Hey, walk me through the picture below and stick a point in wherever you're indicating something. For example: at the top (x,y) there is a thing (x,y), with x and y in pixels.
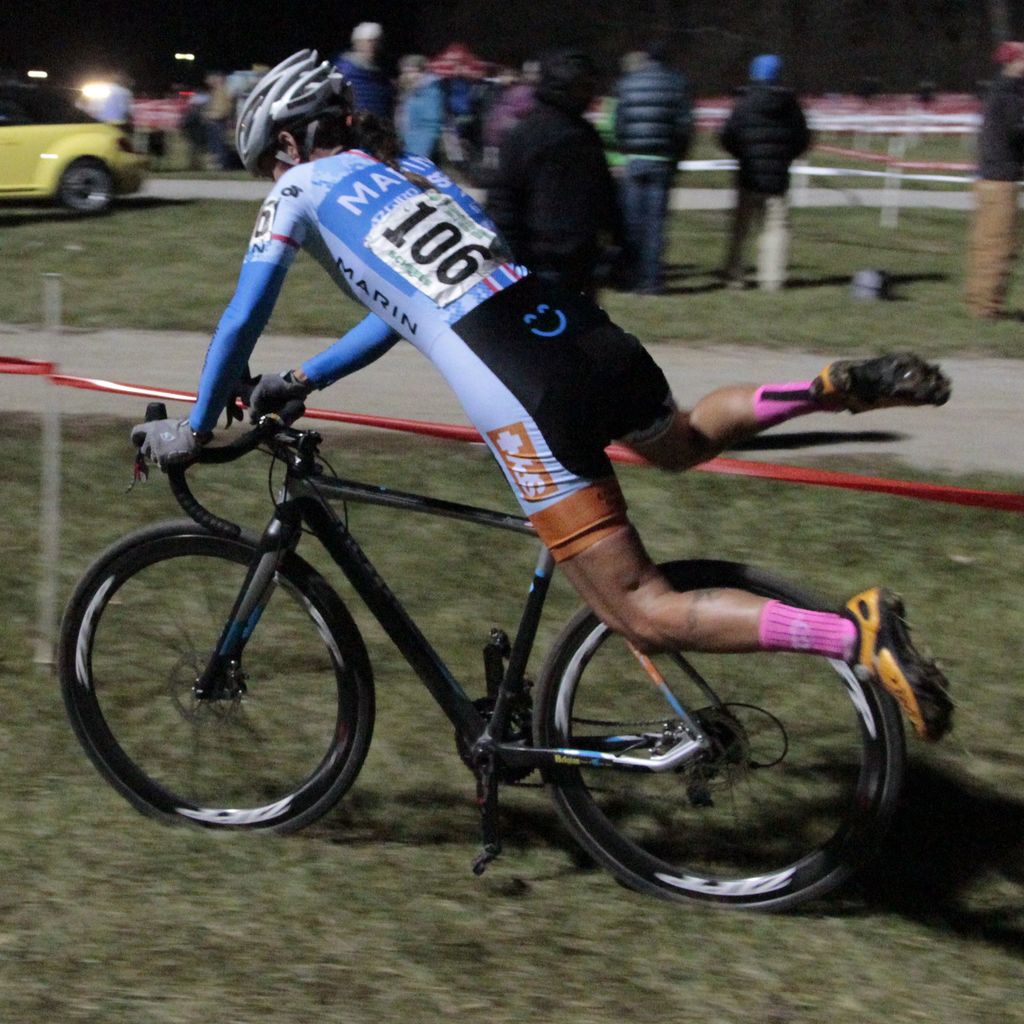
A man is riding a bicycle (741,816) and the left side (84,143) there is a light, car (23,150).
